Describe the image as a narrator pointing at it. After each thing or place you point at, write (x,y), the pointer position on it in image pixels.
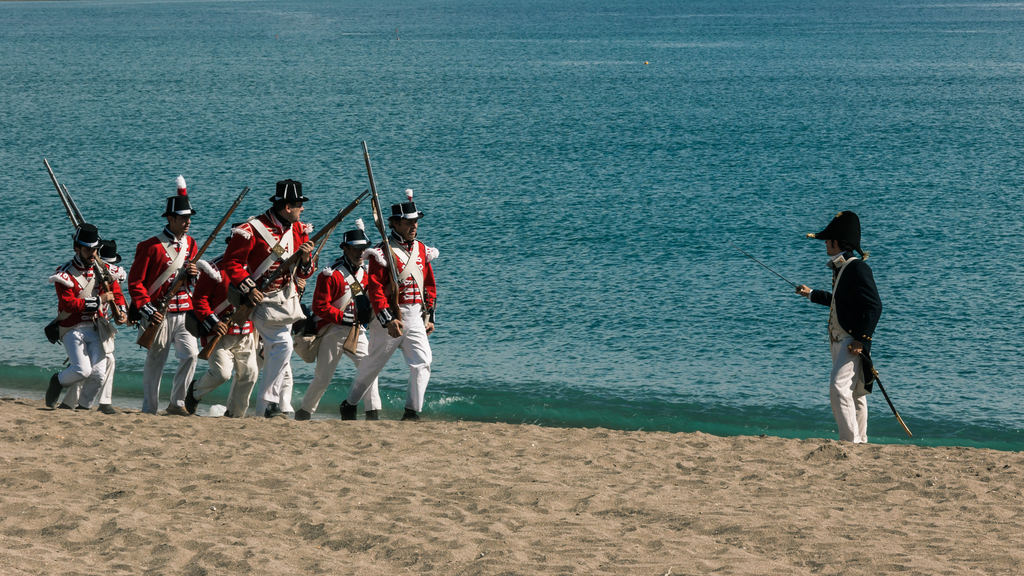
In this picture we can see soldiers (248,386) marching on the sand (405,455) by the sea side (518,299).
